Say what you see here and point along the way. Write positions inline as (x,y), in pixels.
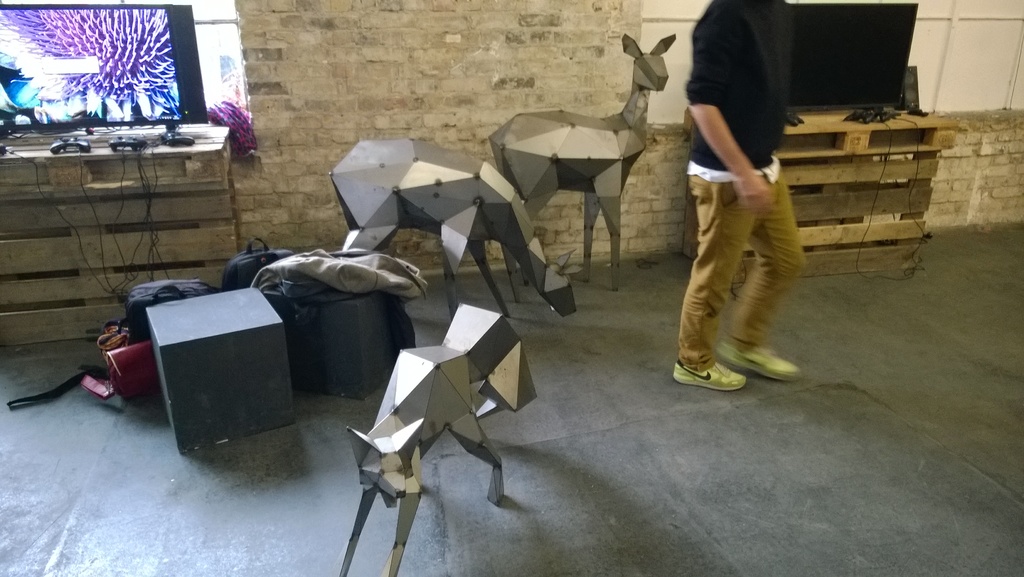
This is an image clicked inside the room (227,512). Here I can see few artifacts (483,259) of some wild animals (460,190). On the right of the image (724,200) there is a person (720,116) wearing black dress (737,99) and walking. On the left side of the image (46,166) there is a table (44,185), on that table (44,150) I can see a screen (84,99). In the background (572,22) there is a wall (553,49). On the floor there are some bags (144,331).
